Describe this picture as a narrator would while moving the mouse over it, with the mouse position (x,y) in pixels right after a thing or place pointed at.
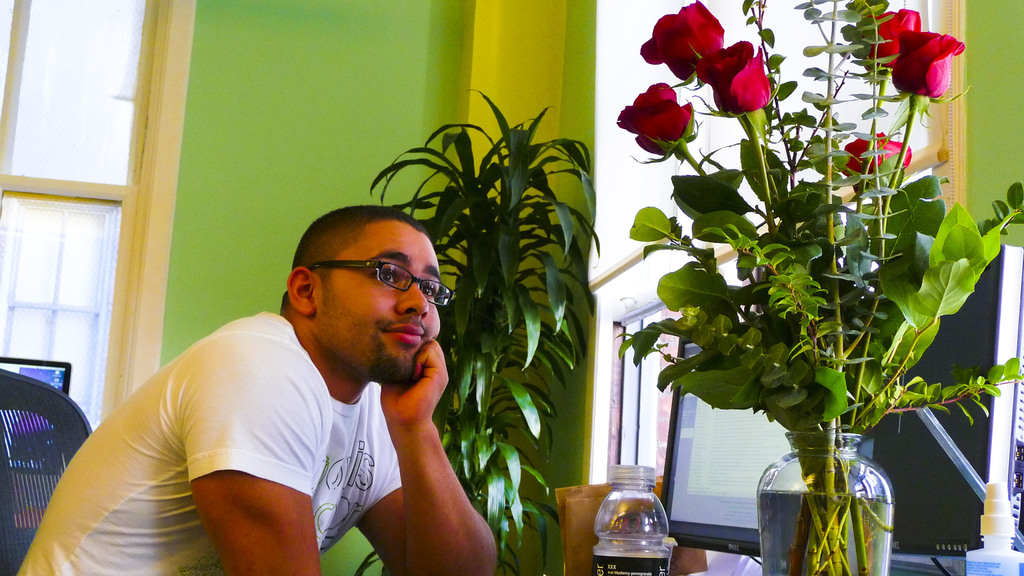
In this picture I can see a person (284,395) wearing spectacles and sitting on the chair (50,425), in front (803,517) I can see some flower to the potted plants (816,528) which is placed near the window (629,438).
